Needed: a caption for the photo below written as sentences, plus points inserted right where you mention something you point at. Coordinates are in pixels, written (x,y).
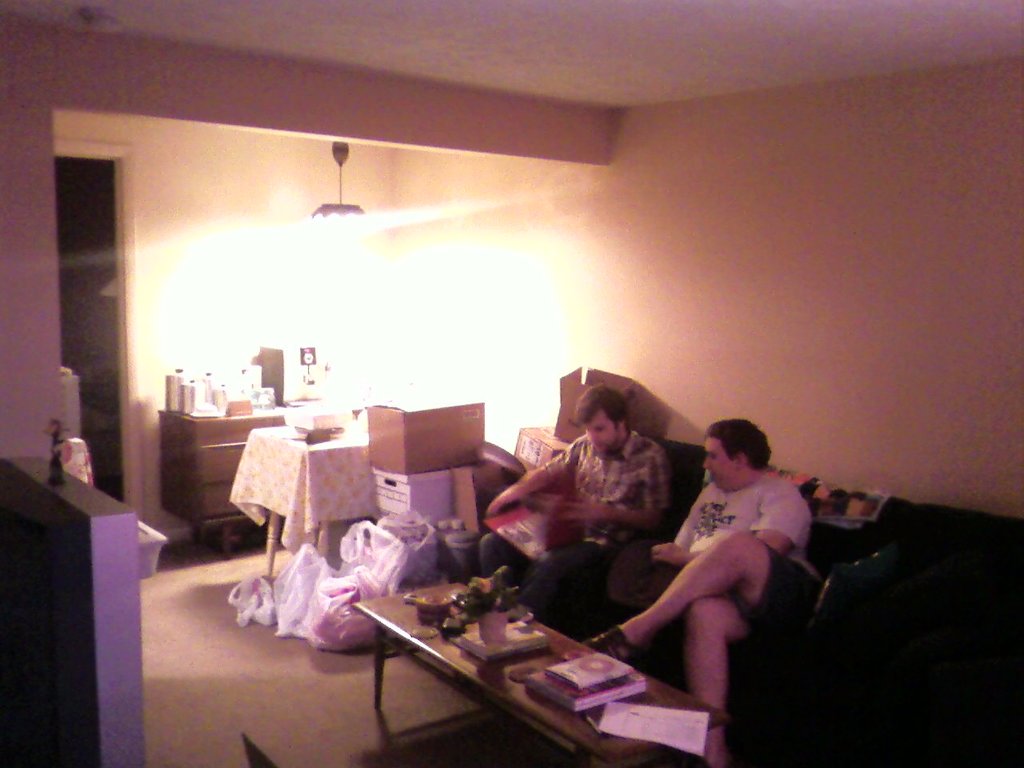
In the center of the image (548,488) we can see two persons (674,558) are sitting on the couch (670,527) and they are holding some objects (573,533). In front of them, there is a table (523,707). On the table (551,731), we can see books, one paper (696,740) and a few other objects (603,668). In the background (526,401) there is a wall (301,379), roof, light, cloth (333,461), switchboard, tables (172,435), plastic covers (382,565), boxes (426,426), bottles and a few other objects (310,376).
